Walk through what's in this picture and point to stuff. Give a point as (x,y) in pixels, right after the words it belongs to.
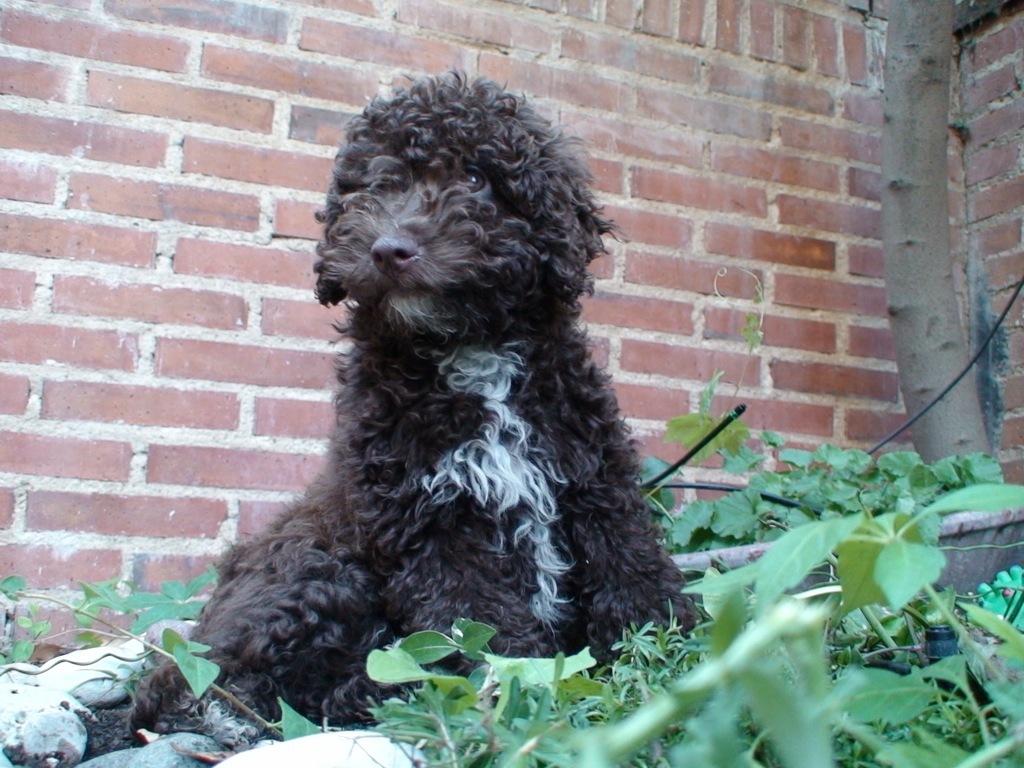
Here we can see a dog (529,545) and plants (711,583). In the background (122,351) there is a wall (675,361).
